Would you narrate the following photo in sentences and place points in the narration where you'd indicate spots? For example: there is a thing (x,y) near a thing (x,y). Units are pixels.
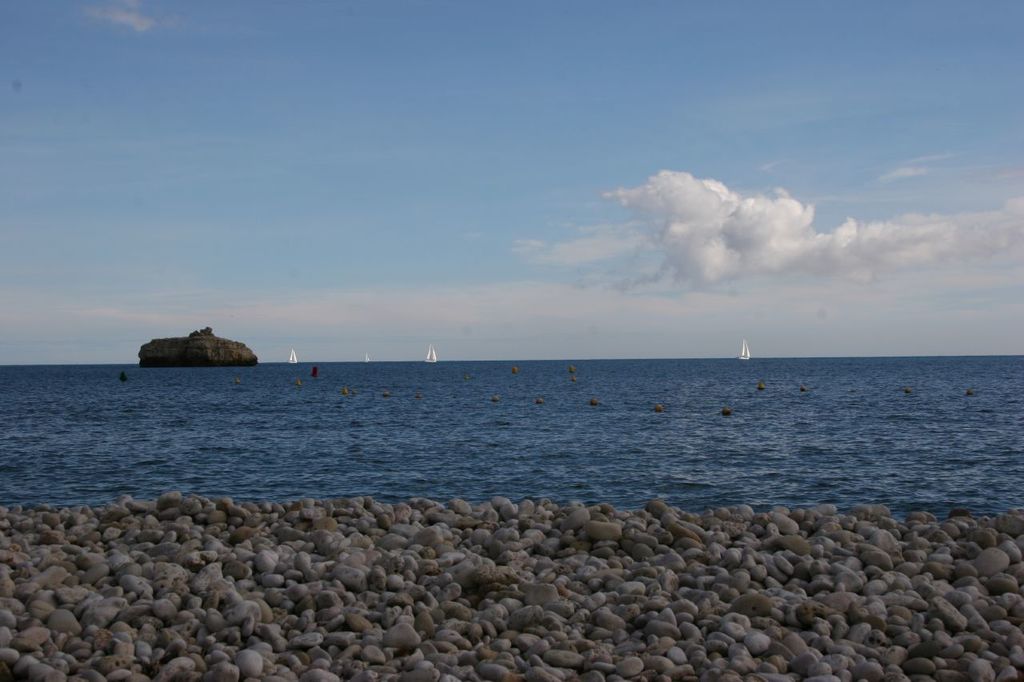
As we can see in the image there is water (408,412), boats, stones (564,574), sky (514,203) and clouds (766,201).
